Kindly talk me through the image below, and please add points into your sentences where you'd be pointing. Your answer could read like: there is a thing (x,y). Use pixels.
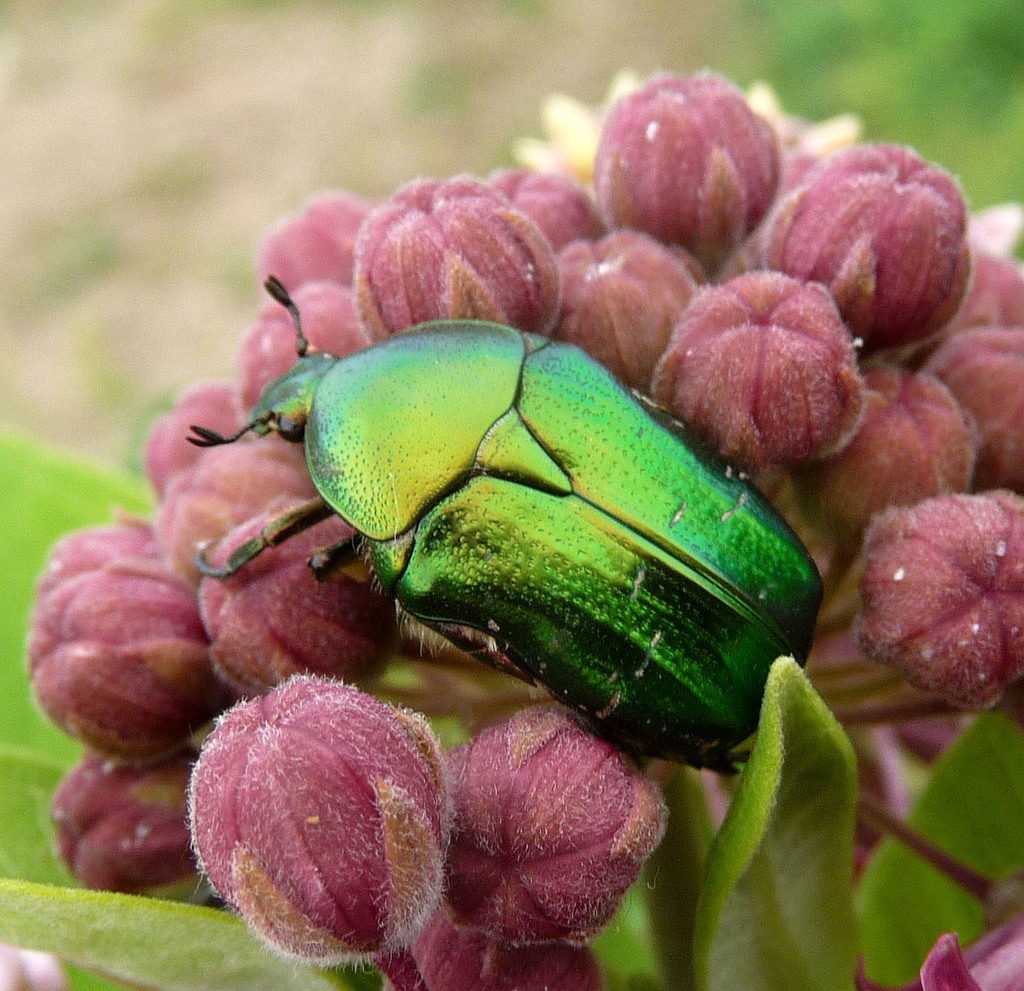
In the picture we can see some group of flower buds (490,824) to the plant (697,881) which are pink in color and on it we can see an insect (739,640) which is green in color and behind the plant (70,574) we can see some plants (770,81) which are not clearly visible.
